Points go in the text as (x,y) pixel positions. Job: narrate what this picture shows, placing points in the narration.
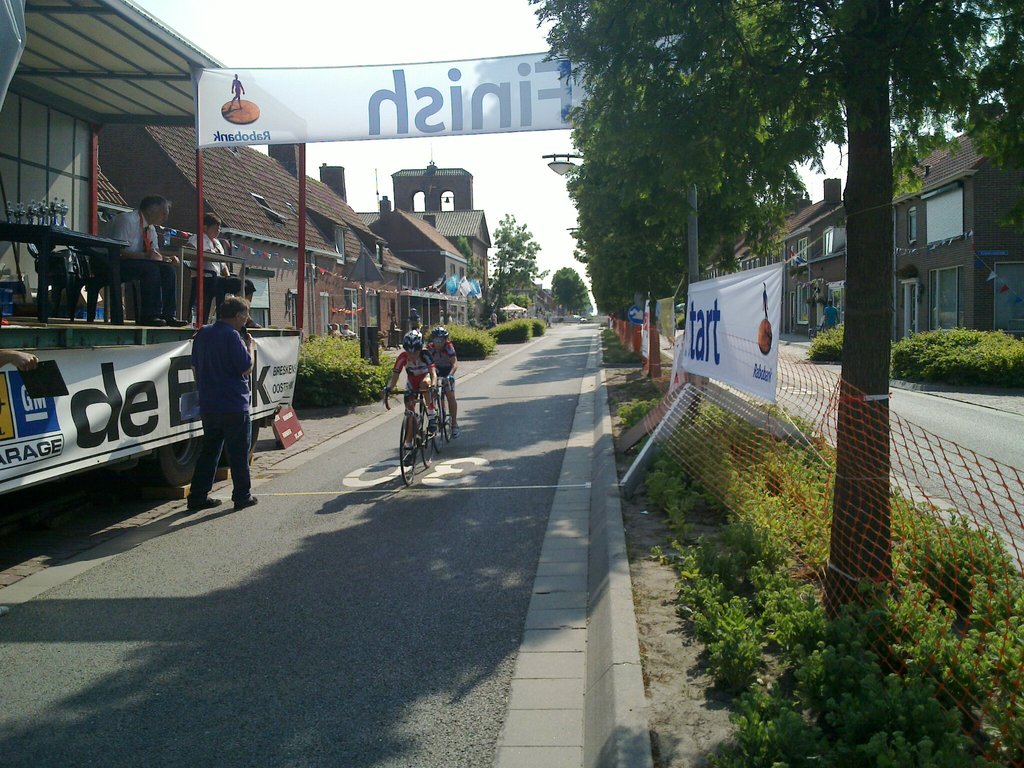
In this picture we can see a man (237,373) standing, two people (405,371) are riding bicycles (422,430) on the road (446,578), two men (138,259) are sitting on chairs (125,279), banners (648,336), fence (692,393), table (102,242), plants (343,352), buildings (415,236), trees (498,274), some objects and in the background (549,226) we can see the sky (404,6).
